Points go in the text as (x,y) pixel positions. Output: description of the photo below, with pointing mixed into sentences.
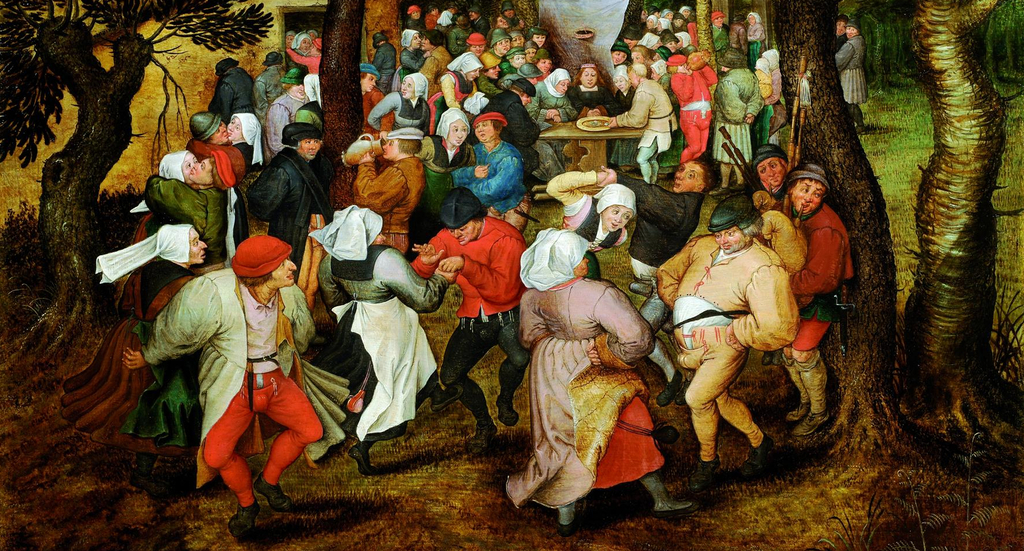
In this image, we can see a painting (527,456). In this painting (360,377), group of people (194,306) are dancing and standing. Here there is a table (596,152), some object (592,127) is placed on it. On the right side (822,140) and left side (35,97), we can see trees (951,308) and plants (40,296).
